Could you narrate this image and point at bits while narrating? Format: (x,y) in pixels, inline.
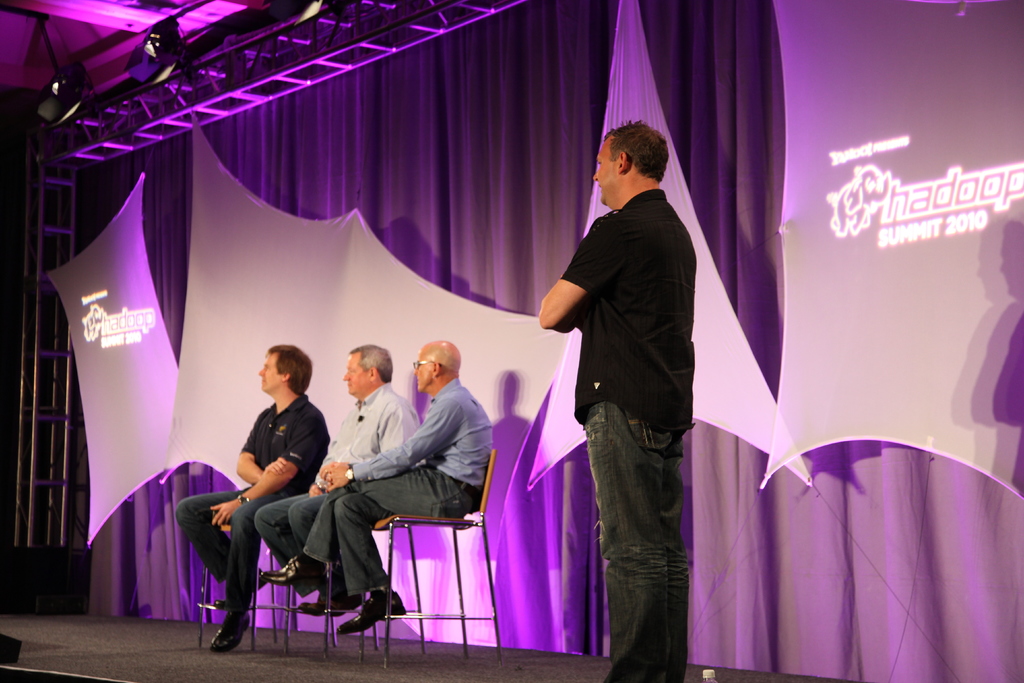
In this picture we can see few people (319,506) are sitting on a chairs (410,568), side one person (662,239) is standing, behind we can see cloth (366,192) and some boards (980,138).
